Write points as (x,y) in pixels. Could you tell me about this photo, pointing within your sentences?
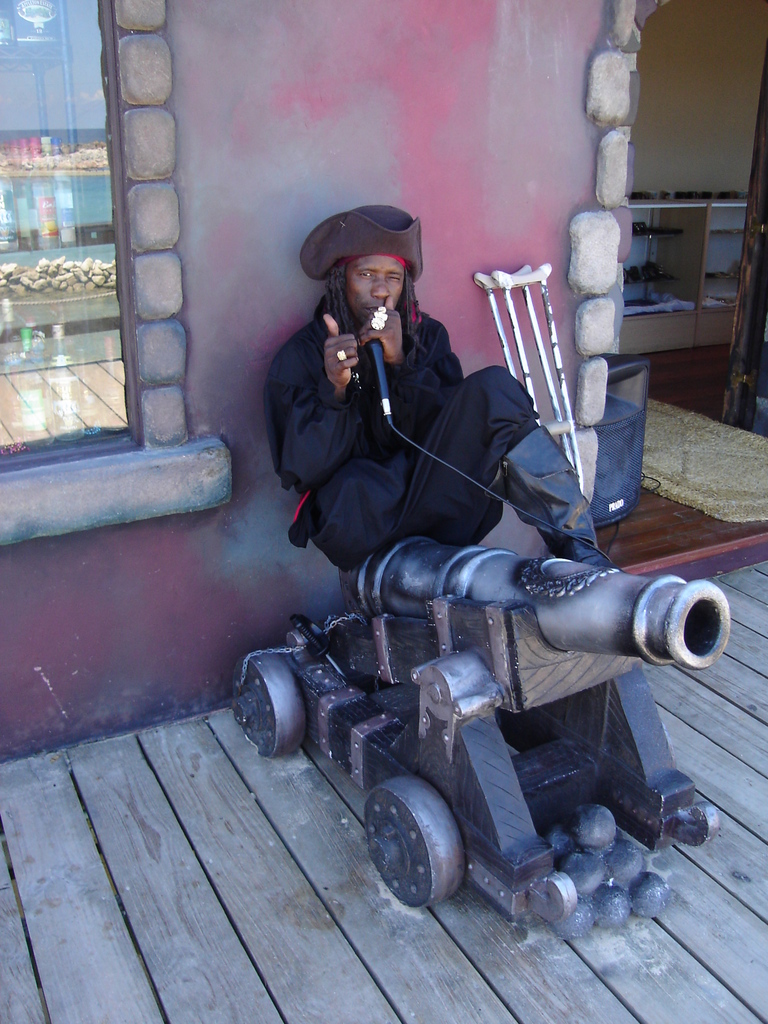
In this picture there is a man (283,357) sitting on the object (667,627) and there is a microphone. At the back (268,450) there is a building (243,25) and there are objects (687,195) in the cupboard (719,201) and there is a speaker (612,473) and there are sticks (529,383) and there is a mat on the floor (665,564). On the left side of the image (21,339) there is a reflection (9,398) of sky (48,81), building (40,97), stones (61,275) and road (64,344) on the mirror (49,336). At the bottom (312,887) there is a wooden floor (93,1012).
